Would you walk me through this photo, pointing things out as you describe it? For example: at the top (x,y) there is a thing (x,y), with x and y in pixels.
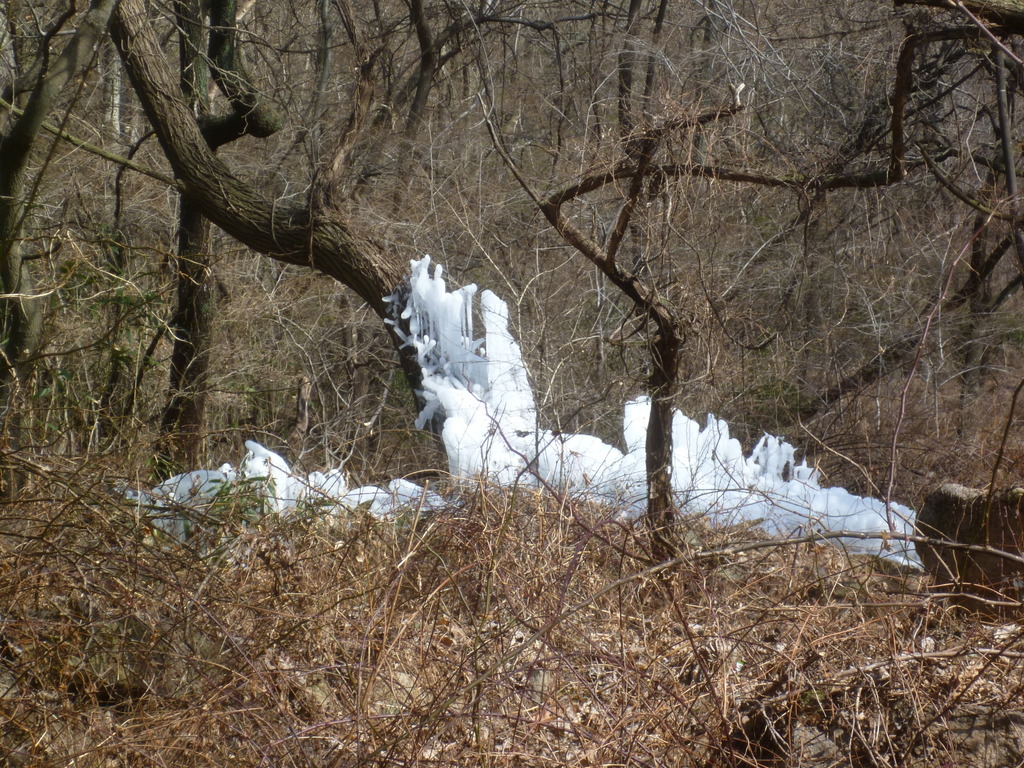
The picture is clicked inside a forest (116,176) where there are dried leaves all over the place. We also find white ice (435,389) in the center of the image (461,422).
